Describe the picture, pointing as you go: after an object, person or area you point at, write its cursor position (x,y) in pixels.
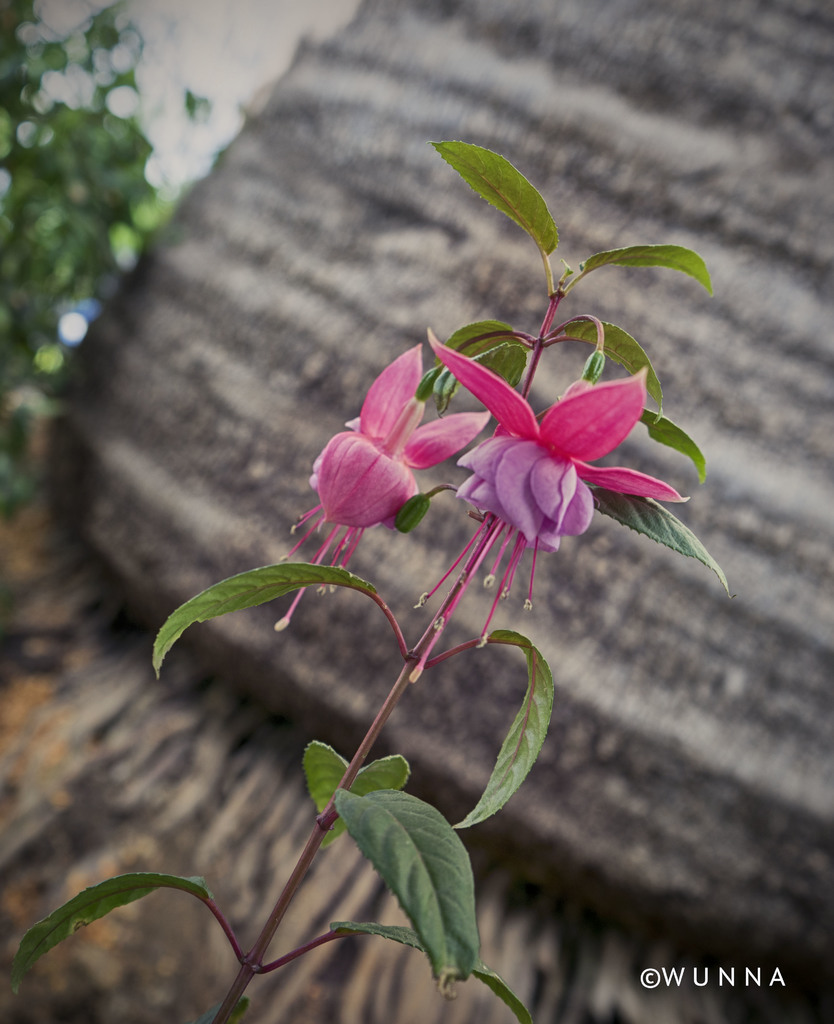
In this image we can see the flowers (364,475) of the plant (312,941). In the background (496,299) we can see the bark (633,868) of a tree (633,868). We can also see the plants (90,167). In the bottom right corner (688,979) there is text (750,978).
